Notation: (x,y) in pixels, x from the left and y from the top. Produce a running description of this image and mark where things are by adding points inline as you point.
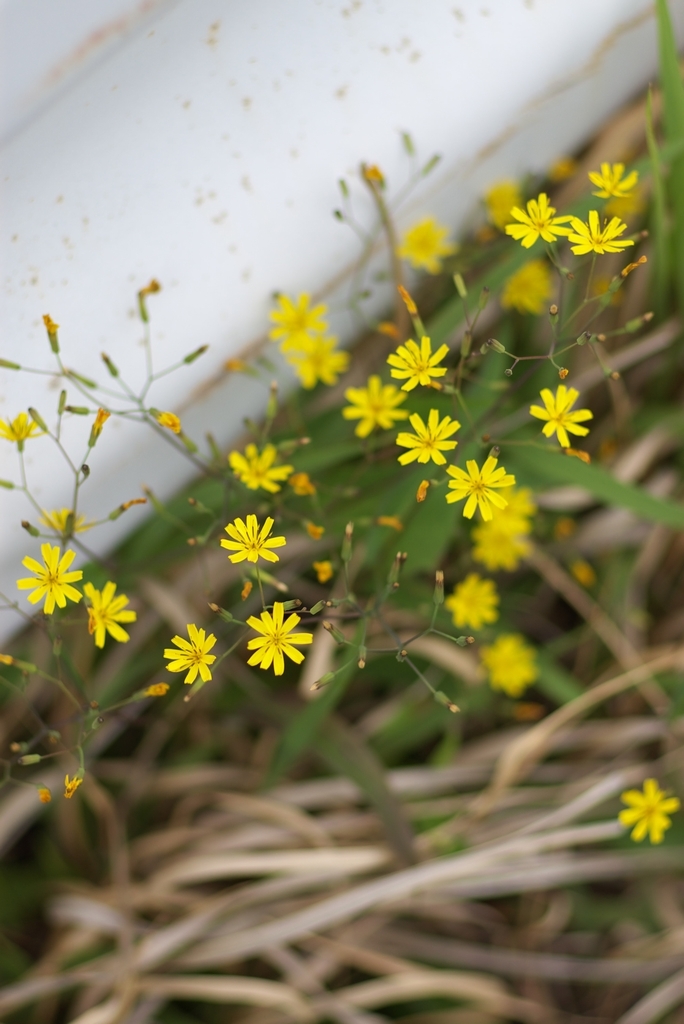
In the center of the image (352,393) there are flowers (374,386) and leaves (484,386).
